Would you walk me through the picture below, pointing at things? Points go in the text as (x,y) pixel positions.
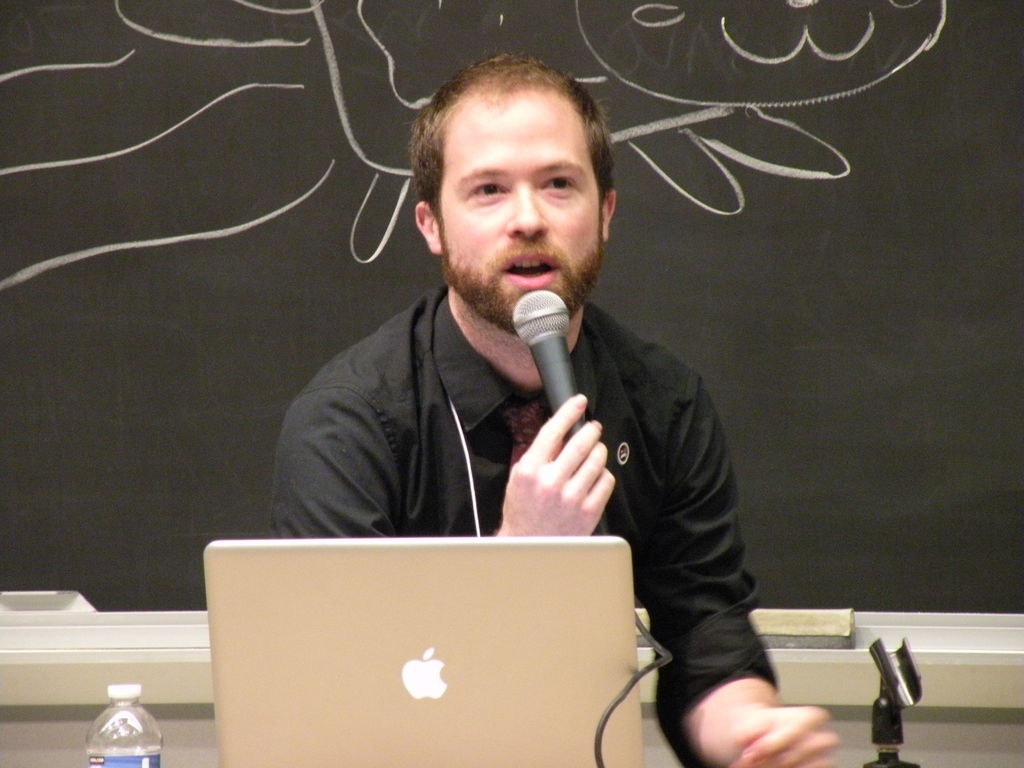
In this image I can see the person (539,451) holding the microphone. In front (462,753) I can see the laptop (212,645) and the bottle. In the background (903,451) I can see the board (942,378) in black color.
